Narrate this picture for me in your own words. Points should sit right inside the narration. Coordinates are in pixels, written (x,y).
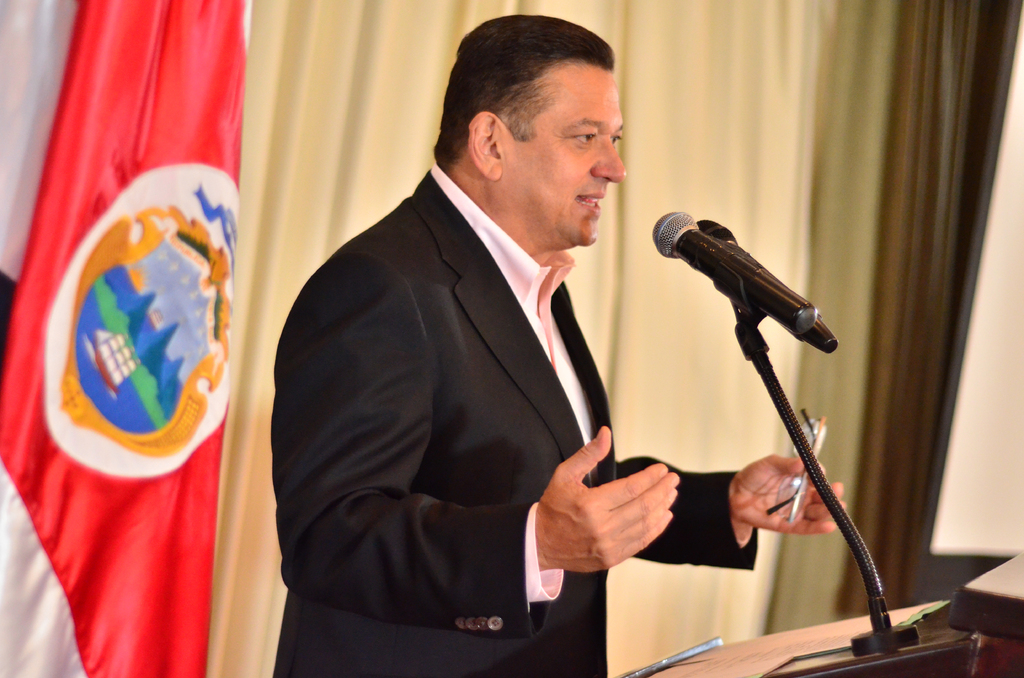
In this image I can see a person (608,489) holding a spectacle (807,485) and standing in front of podium (807,674) and on the podium (841,664) I can see book (842,626) and mike (775,299) and backside of person (564,112) I can see colorful curtains (929,66).
